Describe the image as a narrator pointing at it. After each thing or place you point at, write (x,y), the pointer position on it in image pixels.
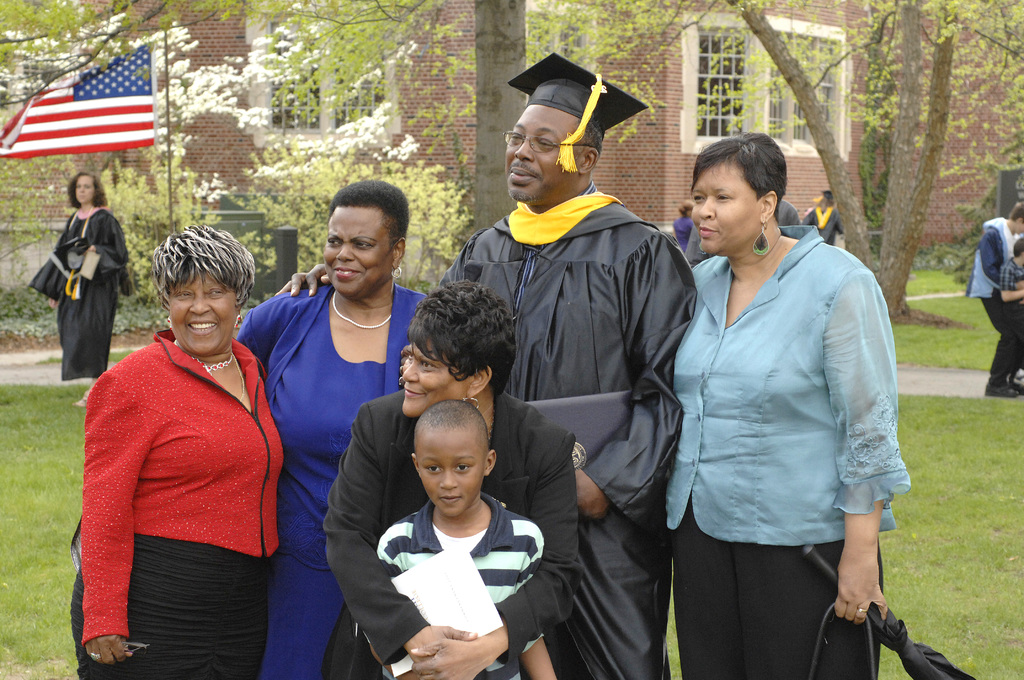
In this image I can see number of people (791,597) are standing, I can also see smile on few faces (423,394). In the background (219,120) I can see a building (246,62), windows (381,69), number of trees (314,102) and a flag (89,108).
